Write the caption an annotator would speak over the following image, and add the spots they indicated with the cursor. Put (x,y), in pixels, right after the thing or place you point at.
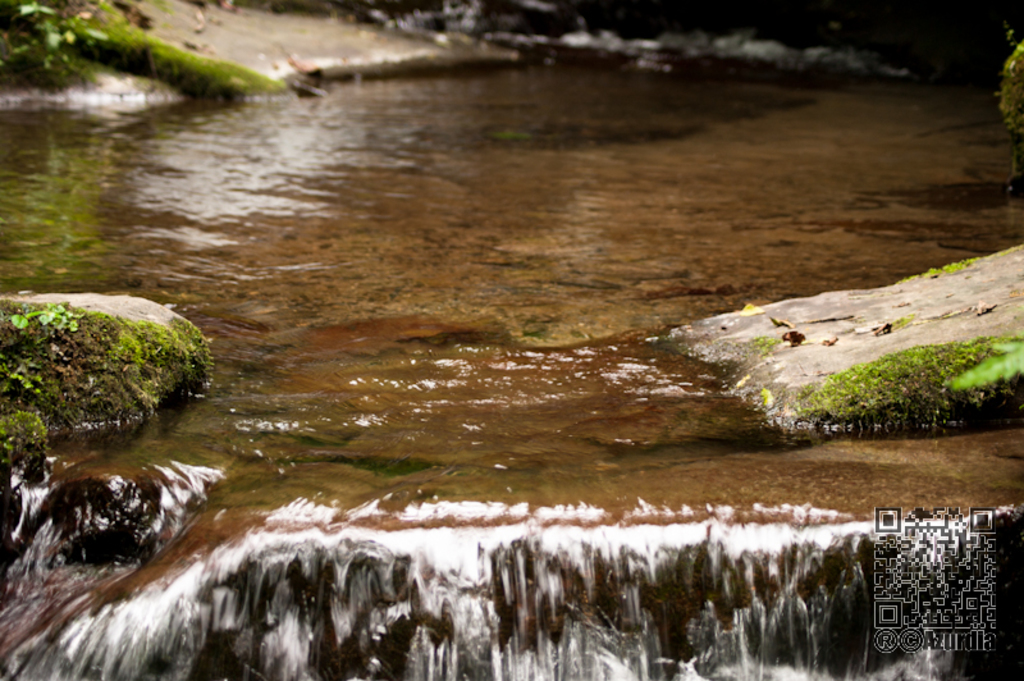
In this image, we can see a stream (499,222). There is a QR code (887,527) in the bottom right of the image (946,582). There is a rock (87,494) on the left (105,343) and on the right side of the image (855,348).
